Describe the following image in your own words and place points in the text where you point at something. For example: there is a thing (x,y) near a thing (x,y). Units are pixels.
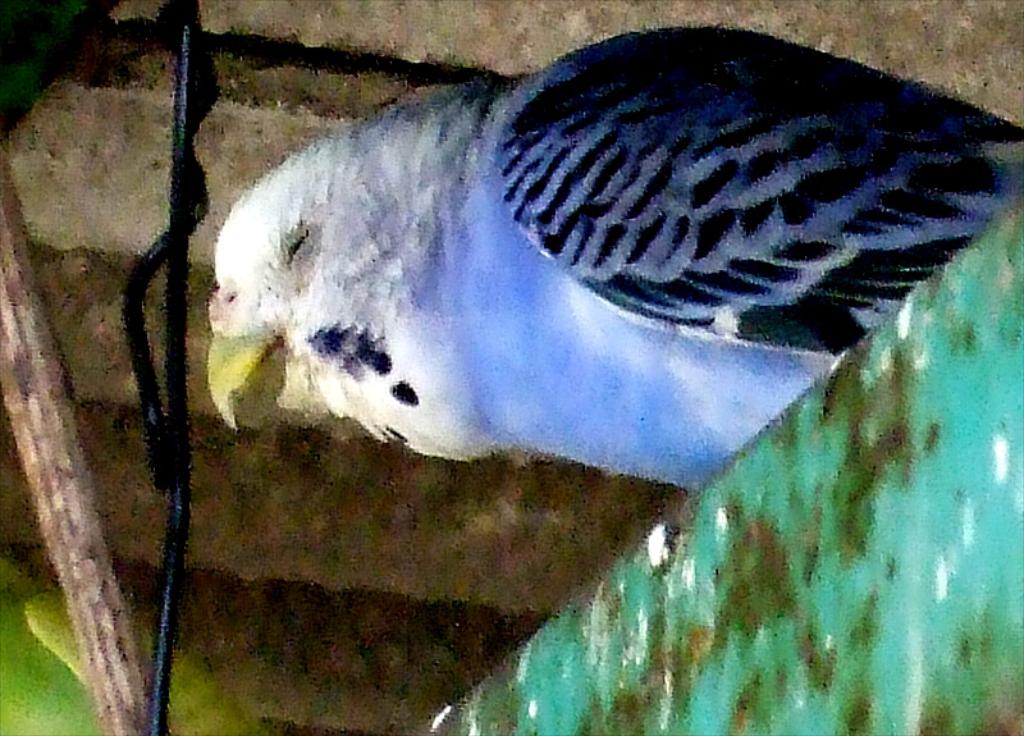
In this image, I can see a bird (707,403) on an object (721,577). This picture looks slightly blurred. On the left side of the image (122,640), It looks like a branch (96,607).
